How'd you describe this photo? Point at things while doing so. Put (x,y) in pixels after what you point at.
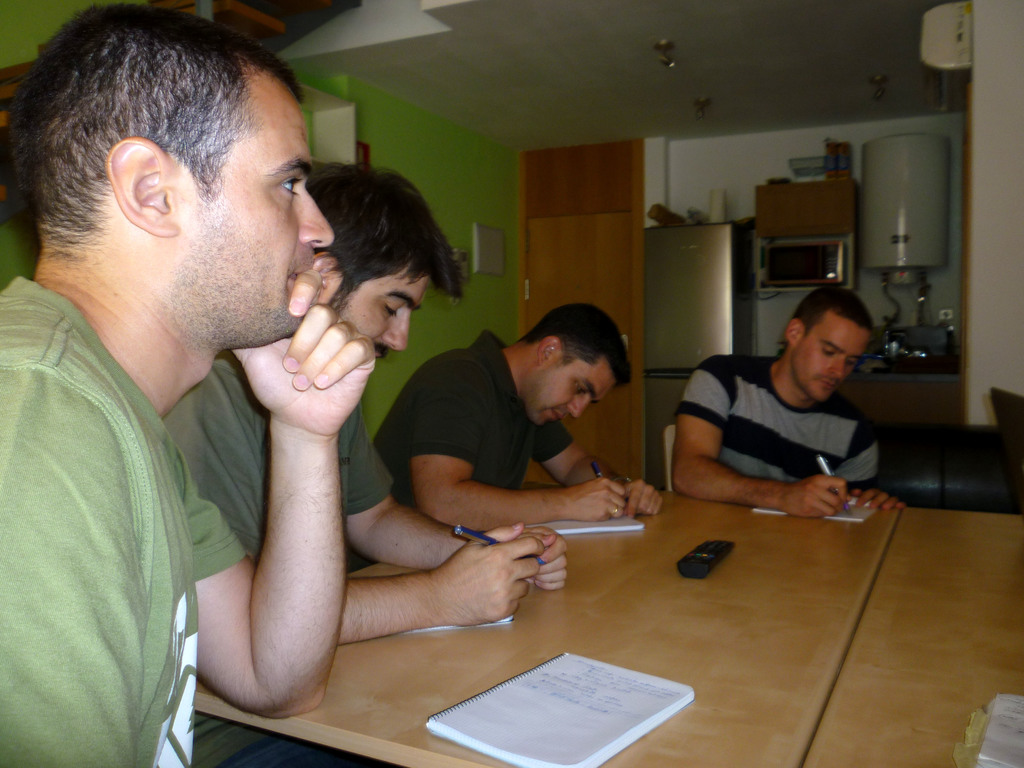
In the image I can see four people (457,493) who are sitting around the table (588,558) and writing something on the papers (624,736) and also I can see some shelves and some other things (657,291) to the side.
